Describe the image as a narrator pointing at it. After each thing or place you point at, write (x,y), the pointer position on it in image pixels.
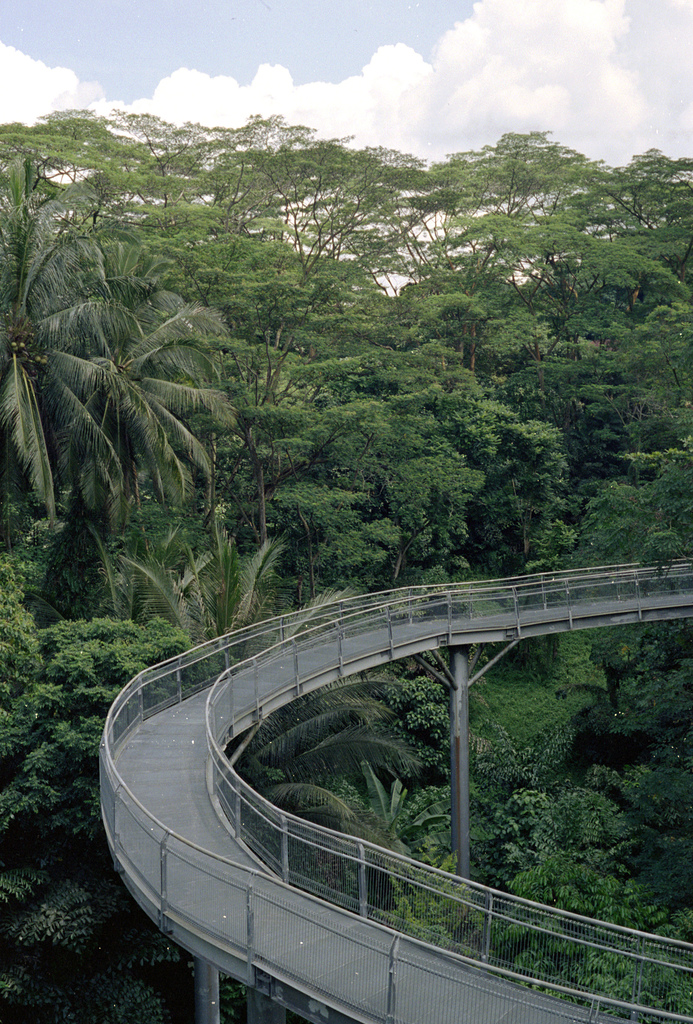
In this picture we can see a bridge (233,833), trees (501,513) and in the background (243,65) we can see the sky (390,117) with clouds (551,95).
